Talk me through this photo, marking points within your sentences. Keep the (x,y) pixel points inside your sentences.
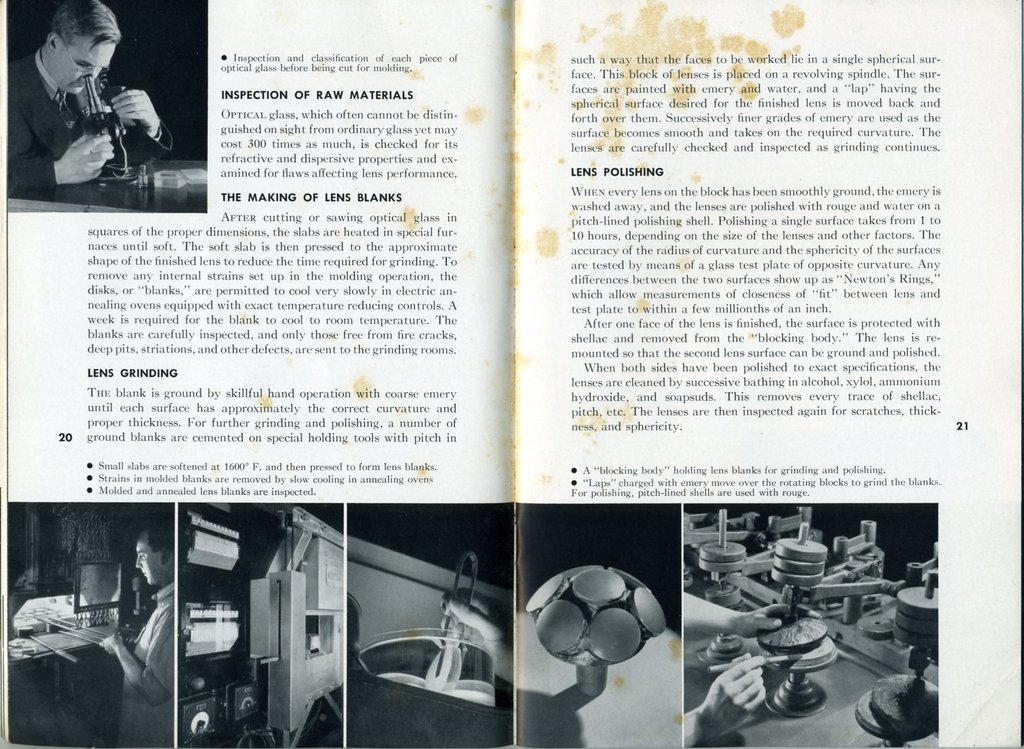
In the picture we can see a magazine (117,699) with an image of a person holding something and looking into it and under it we can see information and below we can see some images (406,566) with some things (328,606) in it.
